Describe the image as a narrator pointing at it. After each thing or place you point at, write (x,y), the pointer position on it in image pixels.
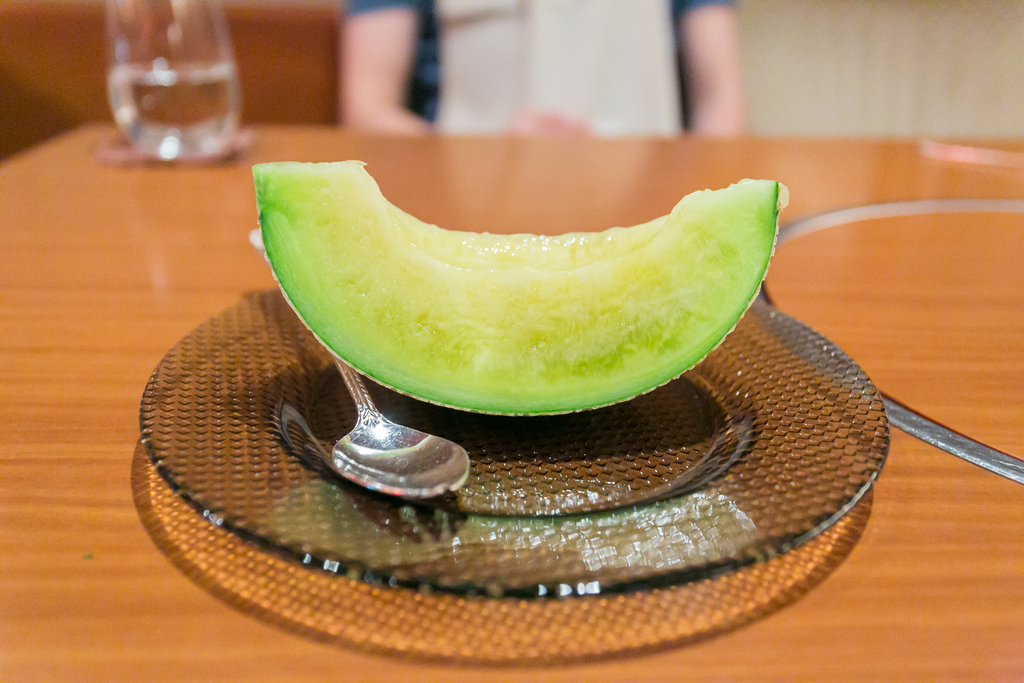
In this image we can see a piece of honeydew (484,315) and a spoon (447,449) in a plate (321,458) which are placed on the table (779,565). We can also see a glass (180,145) with some water (198,142) beside it. On the backside (507,105) we can see a person (496,106).
